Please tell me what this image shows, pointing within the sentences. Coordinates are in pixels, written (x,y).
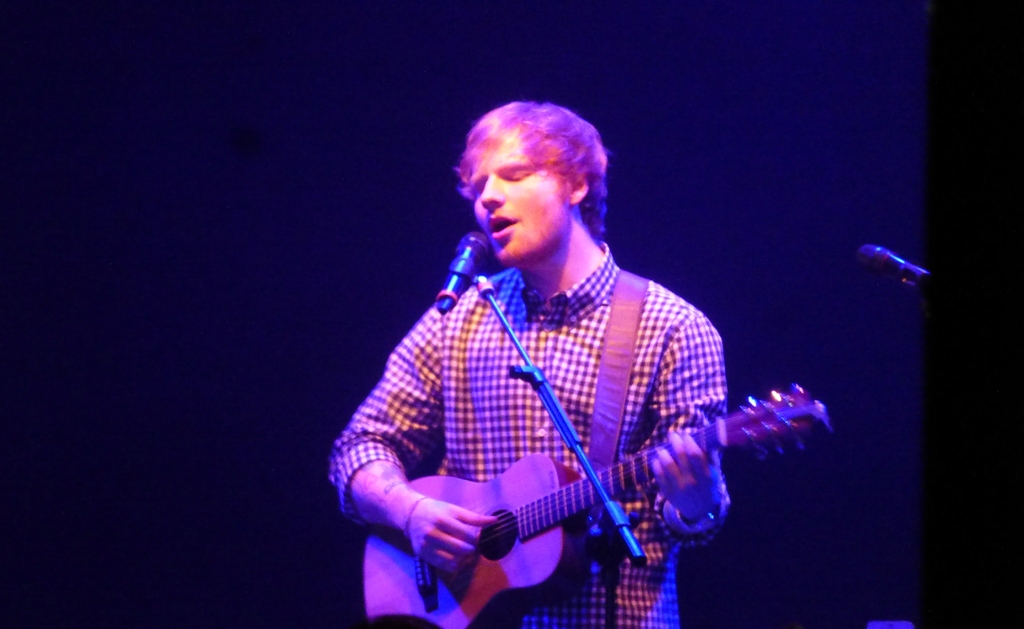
The person (508,368) wearing yellow and black shirt (549,354) is standing, singing and playing guitar (479,489) in front of a mike (465,269).
